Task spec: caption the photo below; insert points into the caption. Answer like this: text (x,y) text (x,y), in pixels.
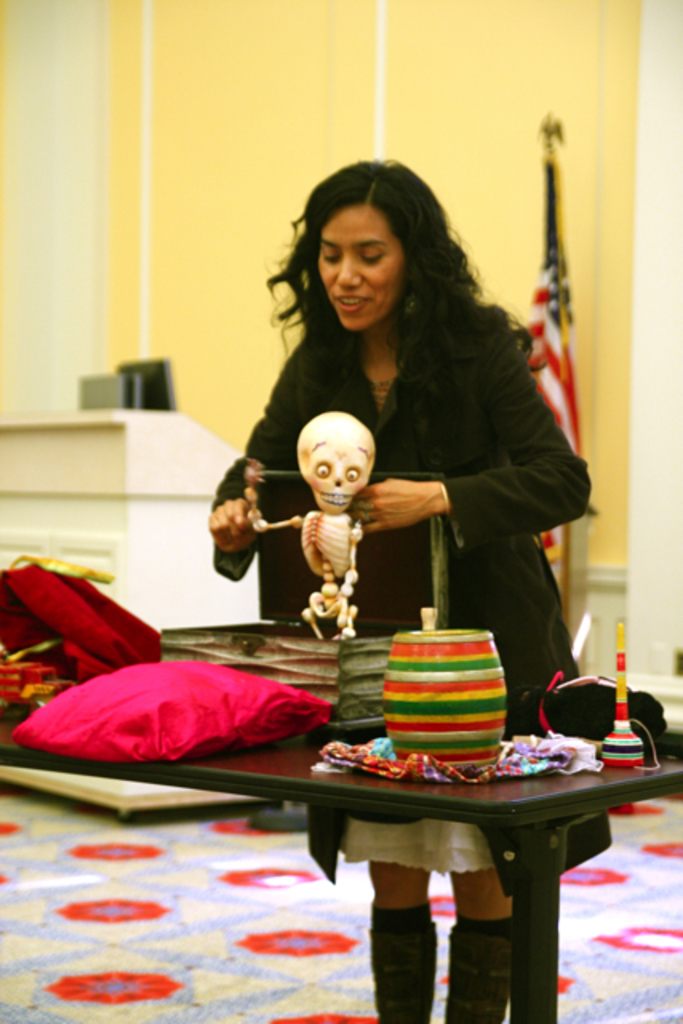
Woman (590,822) standing and on the table (372,780) we have cloth (492,778) and some other objects (422,712) in the back (575,424) flag (558,309), wall (313,74) is present.
